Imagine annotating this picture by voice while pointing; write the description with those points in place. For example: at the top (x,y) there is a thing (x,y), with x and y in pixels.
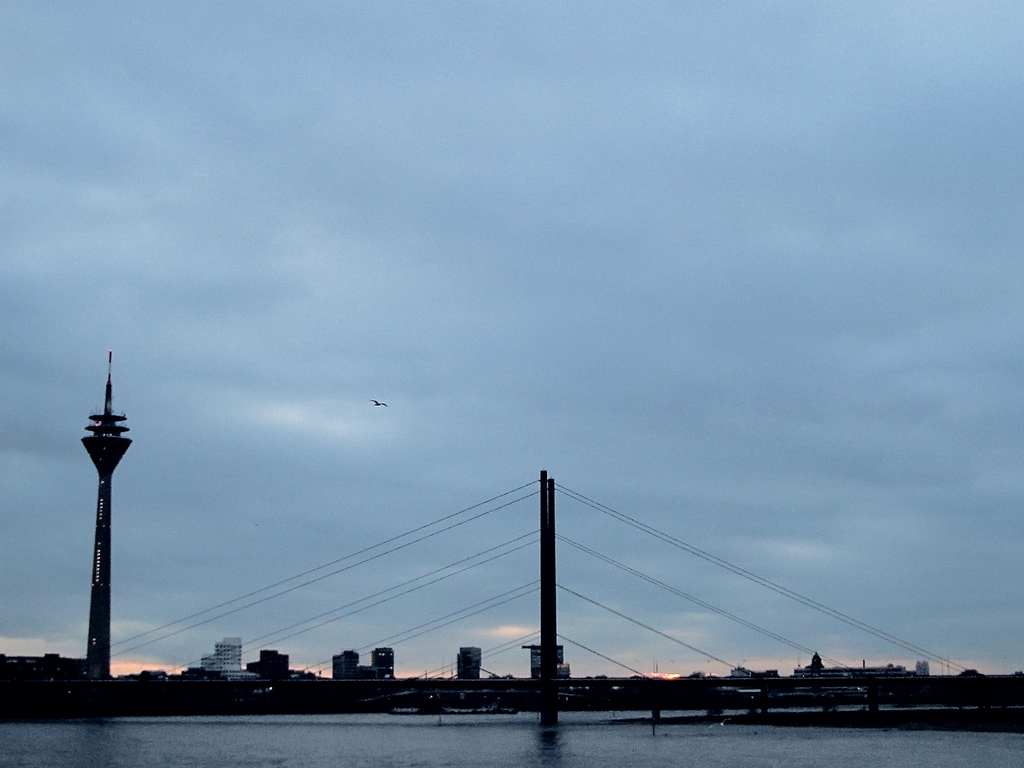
There is a bridge (958,677) on the river (594,725), near a tower (93,592). In the background (970,674), there are buildings (907,671), trees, a bird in the sky (398,432) and there are clouds (206,249) in the sky (235,404).
